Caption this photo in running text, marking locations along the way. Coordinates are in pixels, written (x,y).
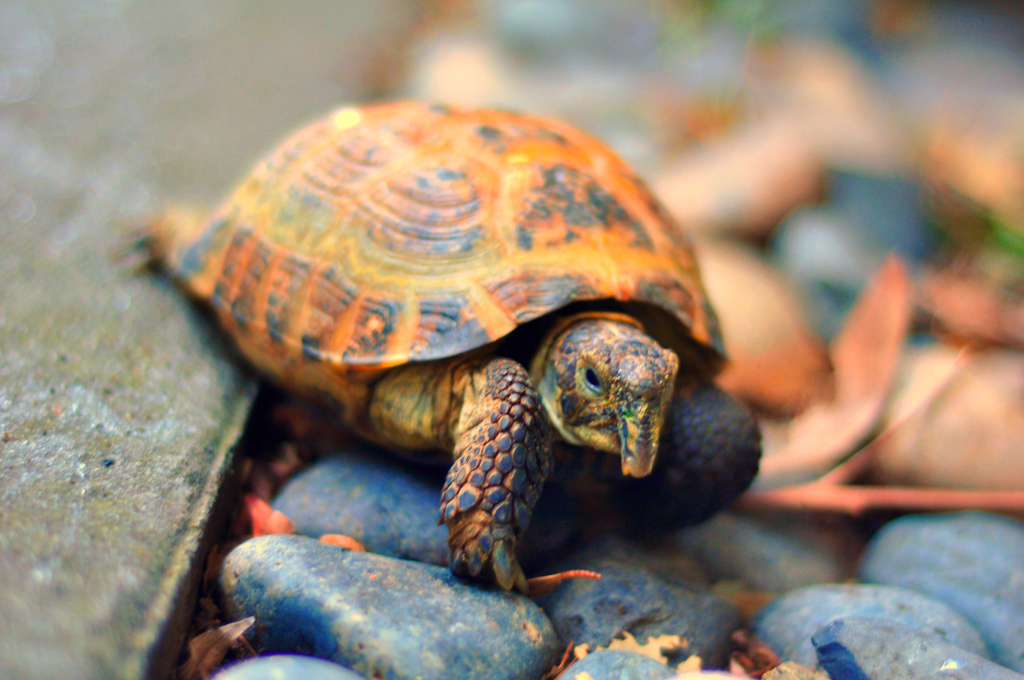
In this picture I can see a tortoise (467,314) in front (399,307) and I see number of stones (571,582) and I see that it is blurred in the background (110,40).
